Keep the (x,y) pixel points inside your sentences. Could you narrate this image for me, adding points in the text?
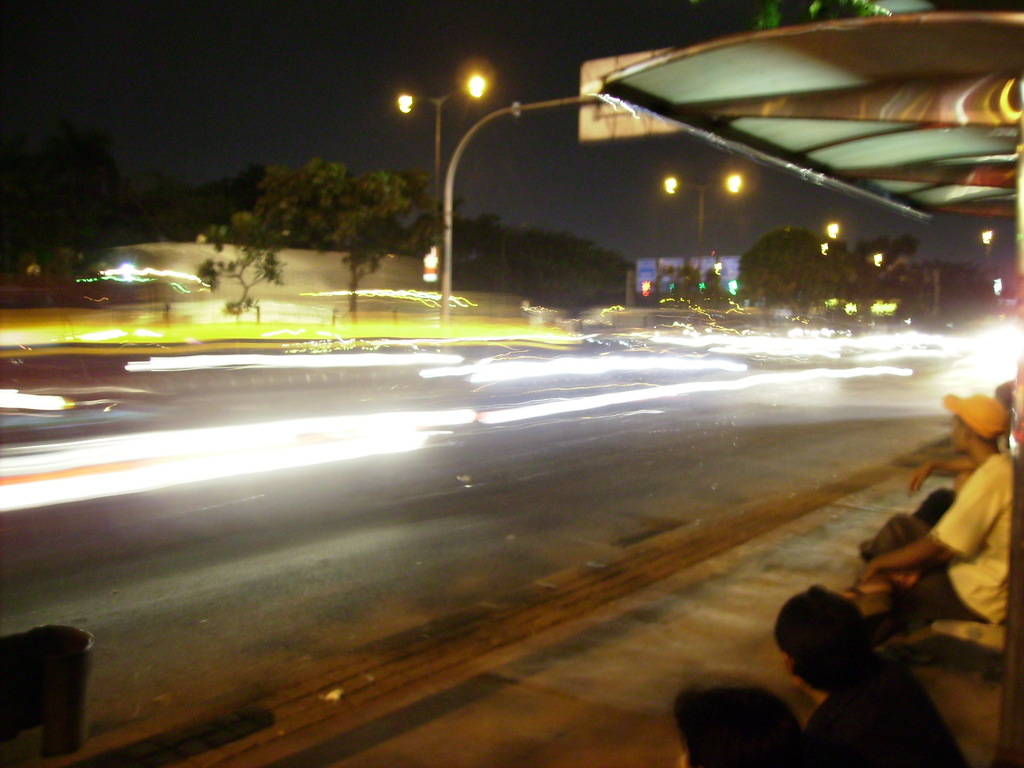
On the bottom right (772,751) we can see group of persons (857,638) sitting on the bench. Here we can see a shed (1006,158). On the road (557,511) we can see many vehicles (775,352). In the back (588,80) we can see advertisement board (688,280), traffic signals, street lights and wall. On the top (305,39) there is a sky (311,11).
